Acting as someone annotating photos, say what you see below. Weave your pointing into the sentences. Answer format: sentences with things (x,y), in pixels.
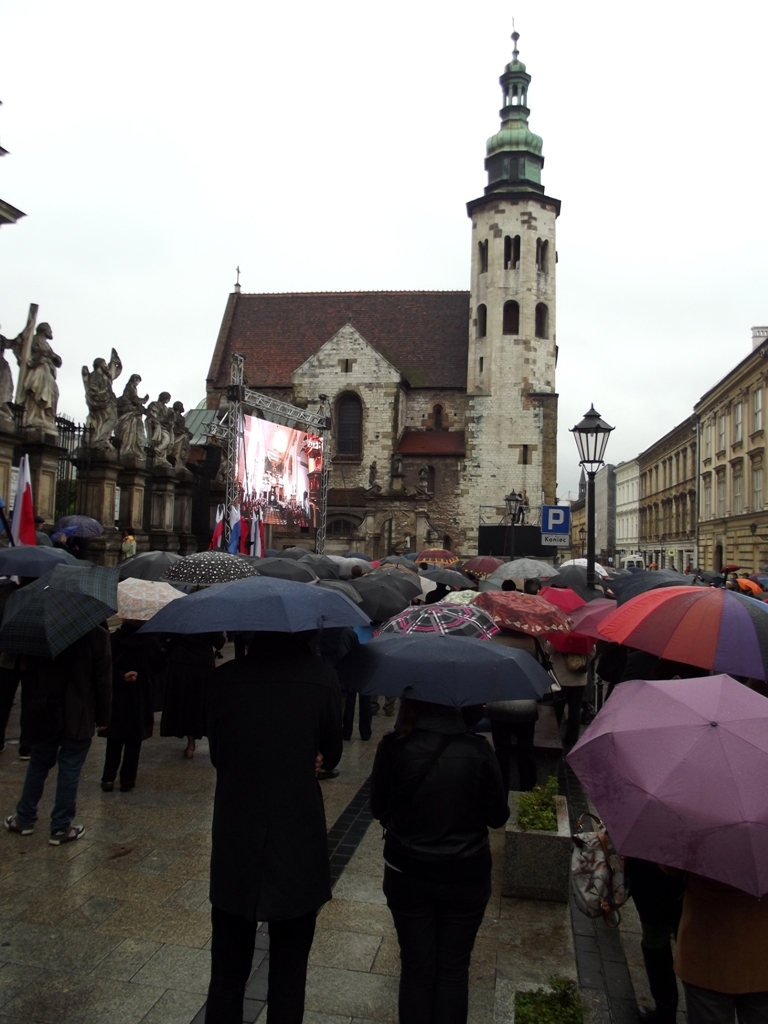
In this image I can see number of people (297,805) are standing and I can see all of them are holding umbrellas (638,828). In the background (233,407) I can see few poles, a light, a sign board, few flags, few sculptures (1,365), few buildings (218,383), a screen (250,460) and the sky (131,230).
